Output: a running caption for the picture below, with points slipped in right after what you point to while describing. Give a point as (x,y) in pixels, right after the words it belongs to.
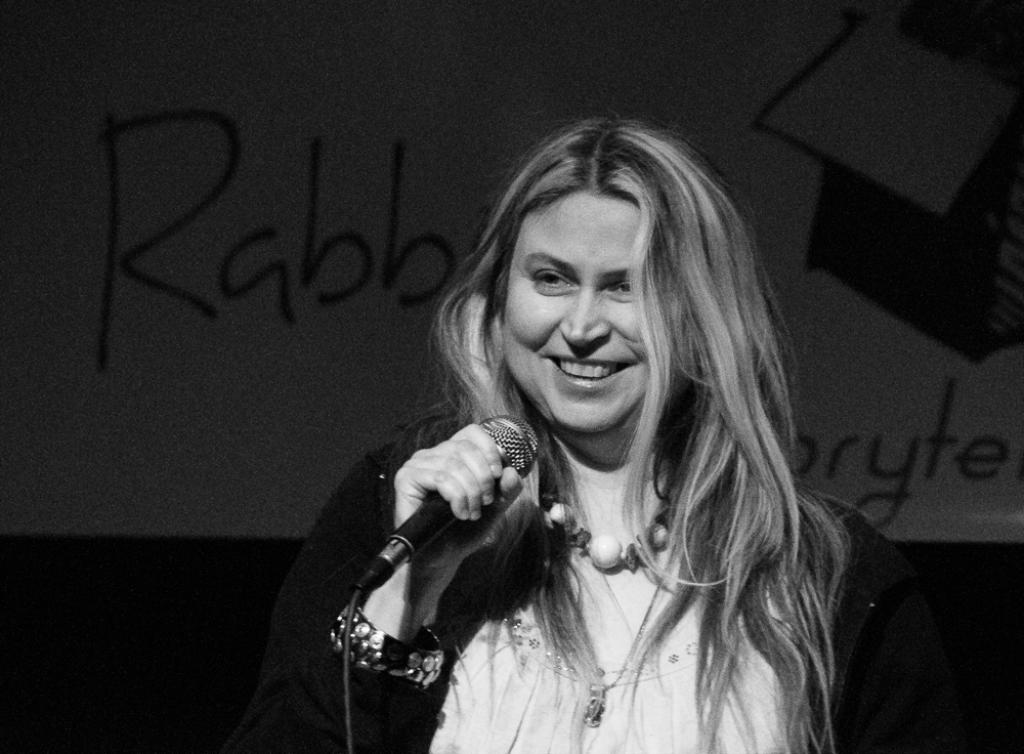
This is a black and white image. In the center of the image (408,421) there is a lady (402,711) holding a mic (504,459) in her hand (482,534). In the background of the image (103,499) there is a poster (384,241).
